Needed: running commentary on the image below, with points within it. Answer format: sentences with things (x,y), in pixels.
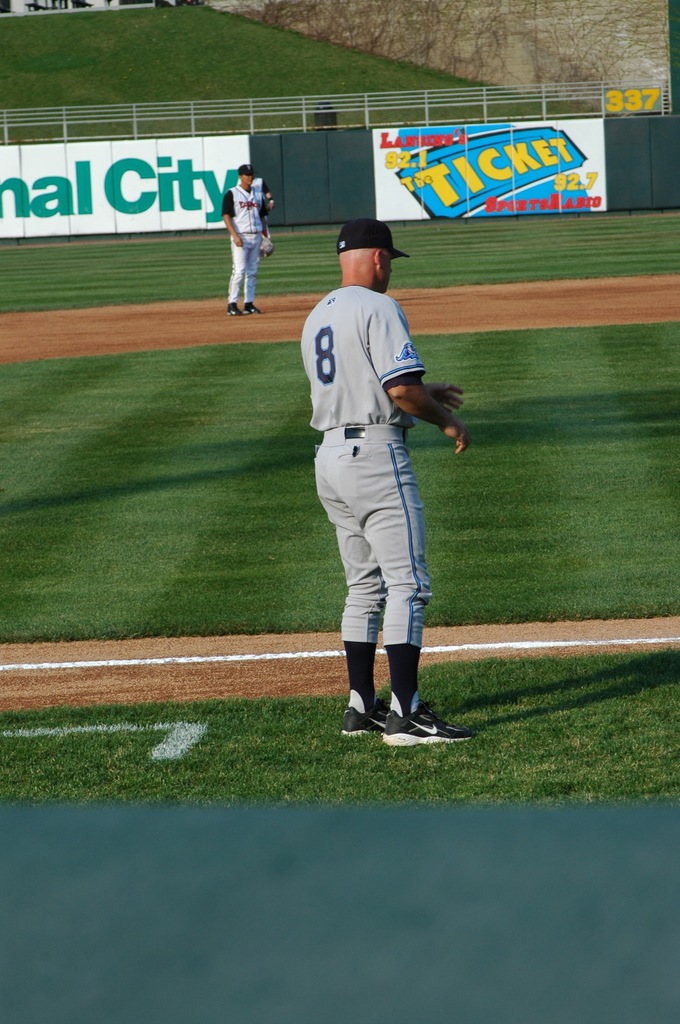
In this image we can see playground (575,447). Two players (306,373) are standing. They are wearing white color dress (356,379). Behind them fencing (4,118) is there.
